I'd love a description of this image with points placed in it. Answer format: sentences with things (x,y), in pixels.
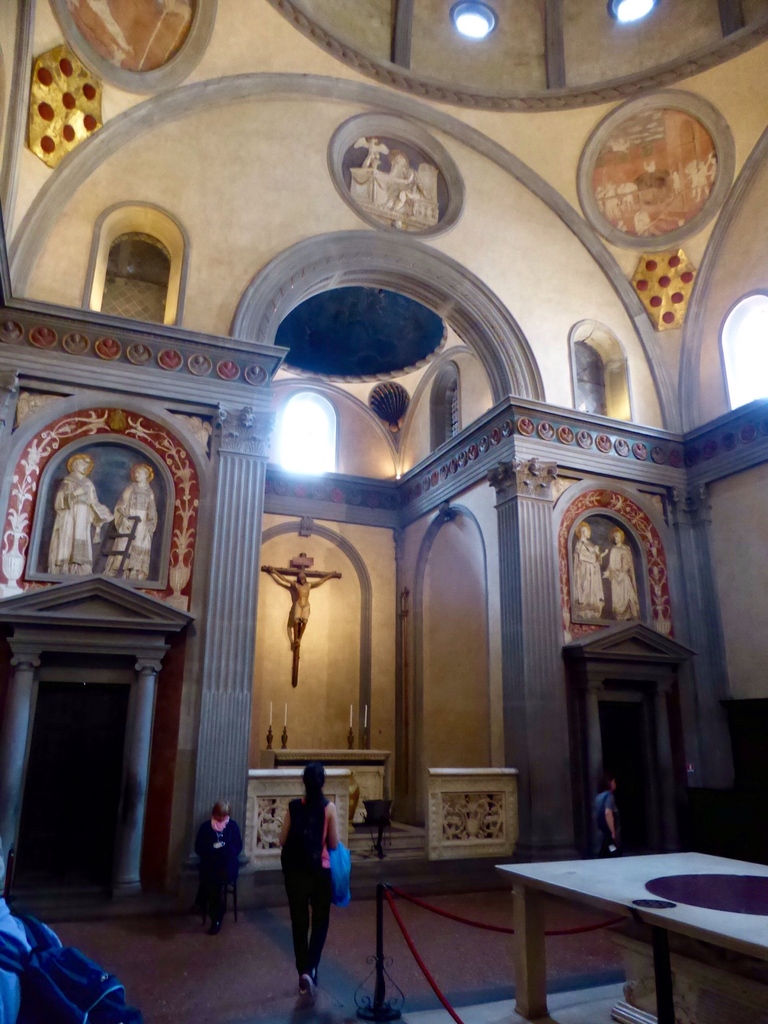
This image is clicked inside a church (454,160). There is a woman (305,867) walking. In the front (318,868) there is a woman (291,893) walking. In the front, wall (207,466) on which pillars (29,699) and structures (380,197) are there. To the right (675,920) there is a table (694,903).
